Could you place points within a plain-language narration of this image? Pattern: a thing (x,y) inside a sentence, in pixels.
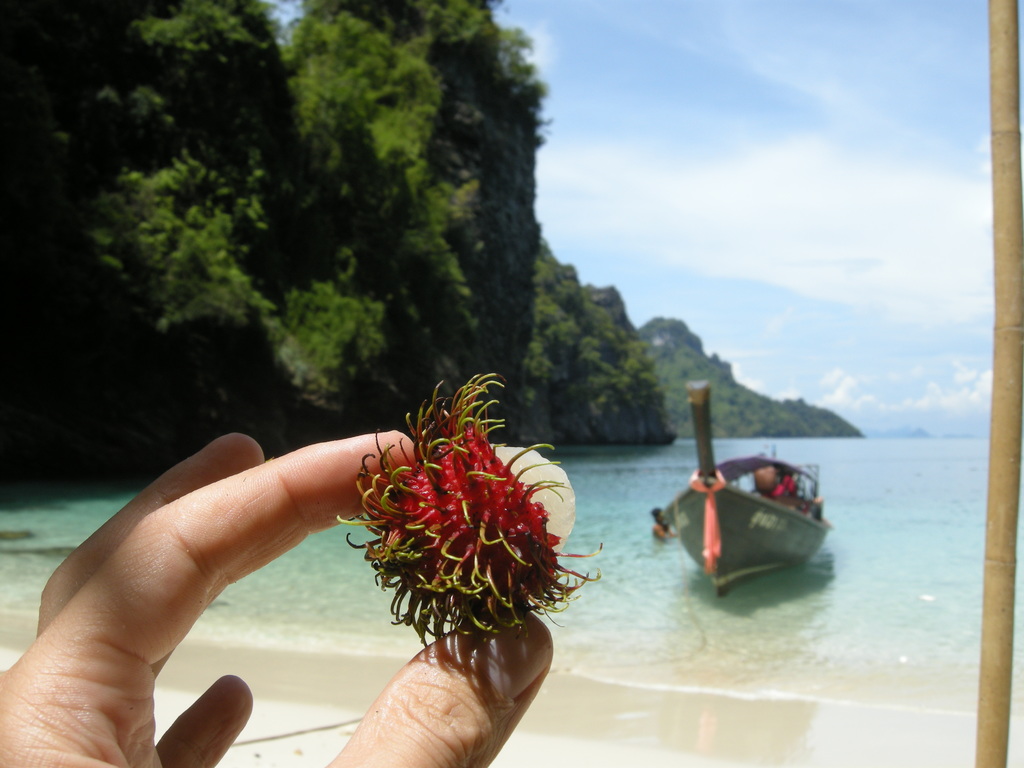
In this picture I can see there is a person (101,677) holding a fruit (412,557) and in the backdrop (774,470) there is sand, boat (686,509) in the ocean (683,478) and there are mountains (394,322) on to left (202,351) and the sky (820,286) has clouds (921,268).
